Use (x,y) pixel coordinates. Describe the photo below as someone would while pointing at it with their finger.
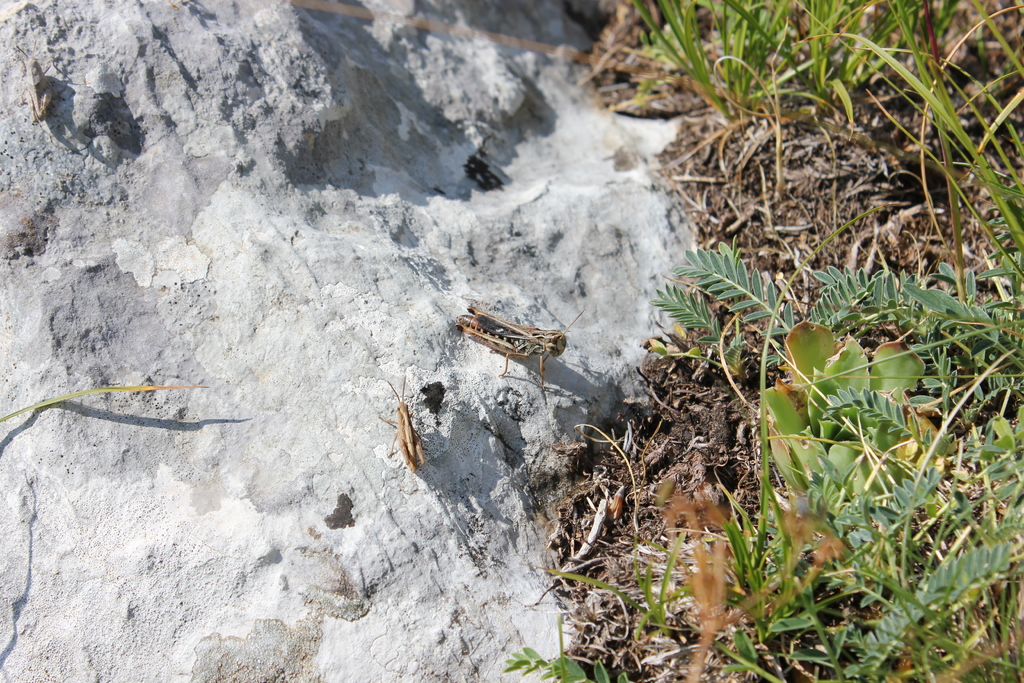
In this image we can see insects (486,321) on the stones (452,319) and ground (826,215).
